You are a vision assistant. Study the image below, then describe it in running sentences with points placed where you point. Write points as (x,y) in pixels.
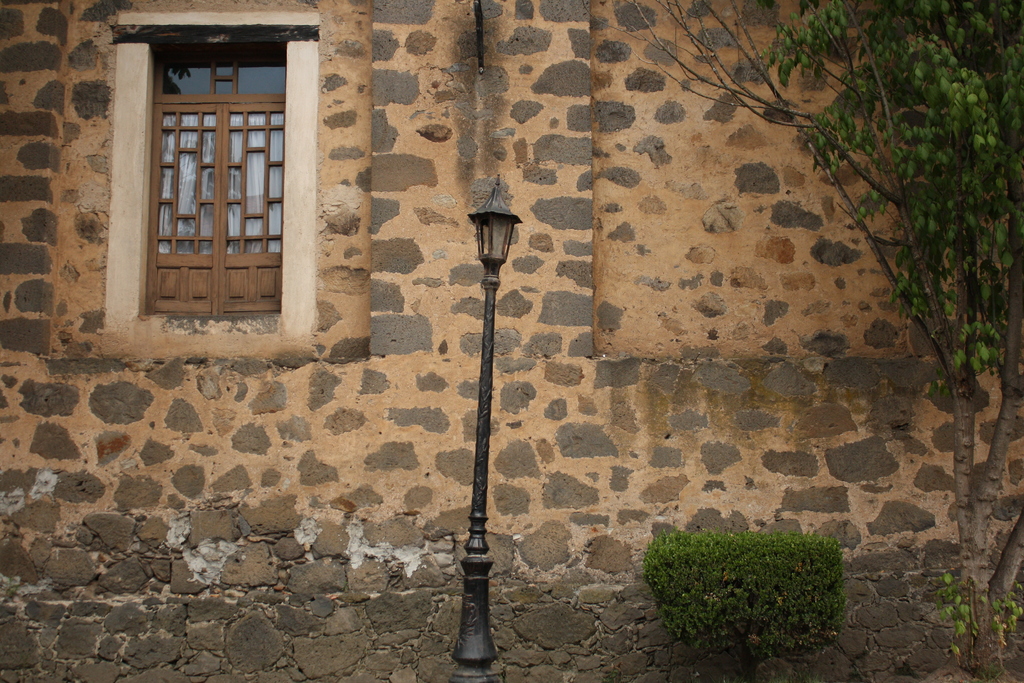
In this image I can see in the middle (484,384) there is a lamp pole (479,401). On the left side (231,203) there is a window (169,229) to this stone wall (621,361), on the right side (1000,47) there is a tree (861,54).
